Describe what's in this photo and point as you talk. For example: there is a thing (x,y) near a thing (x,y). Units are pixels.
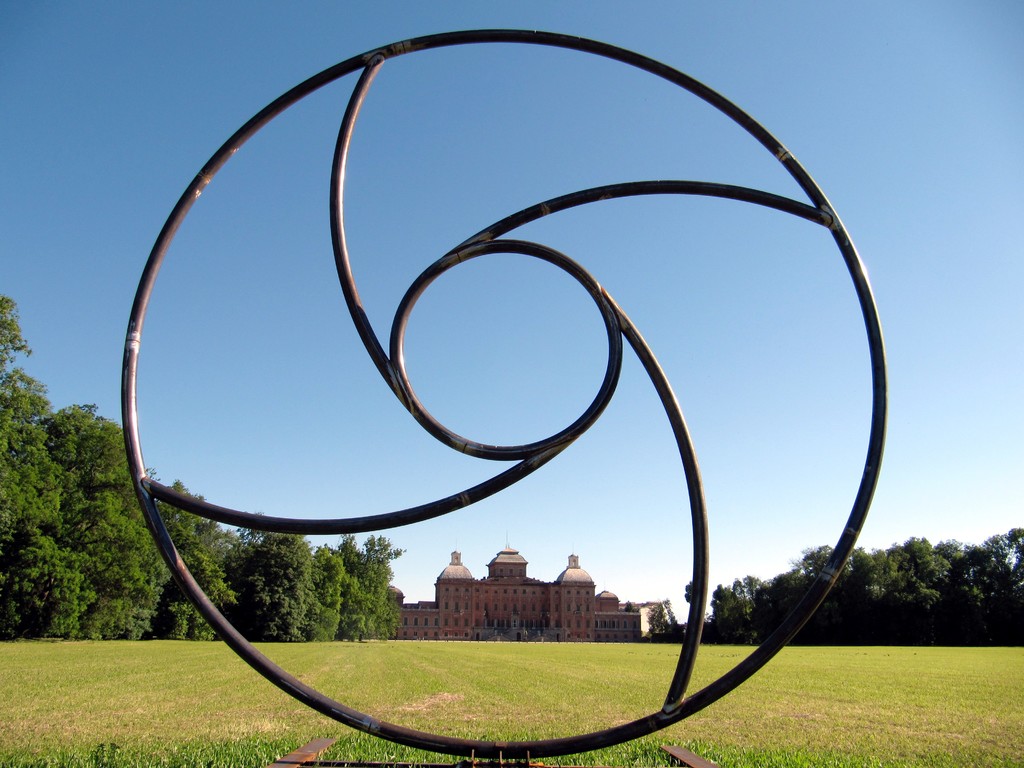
In the image we can see there is a circle shaped iron statue (529,459) kept on the ground (757,718). The ground (944,693) covered with grass (390,683) and there are lot of trees (385,551). Behind there is a building (523,574) and the sky (422,208) is clear.
